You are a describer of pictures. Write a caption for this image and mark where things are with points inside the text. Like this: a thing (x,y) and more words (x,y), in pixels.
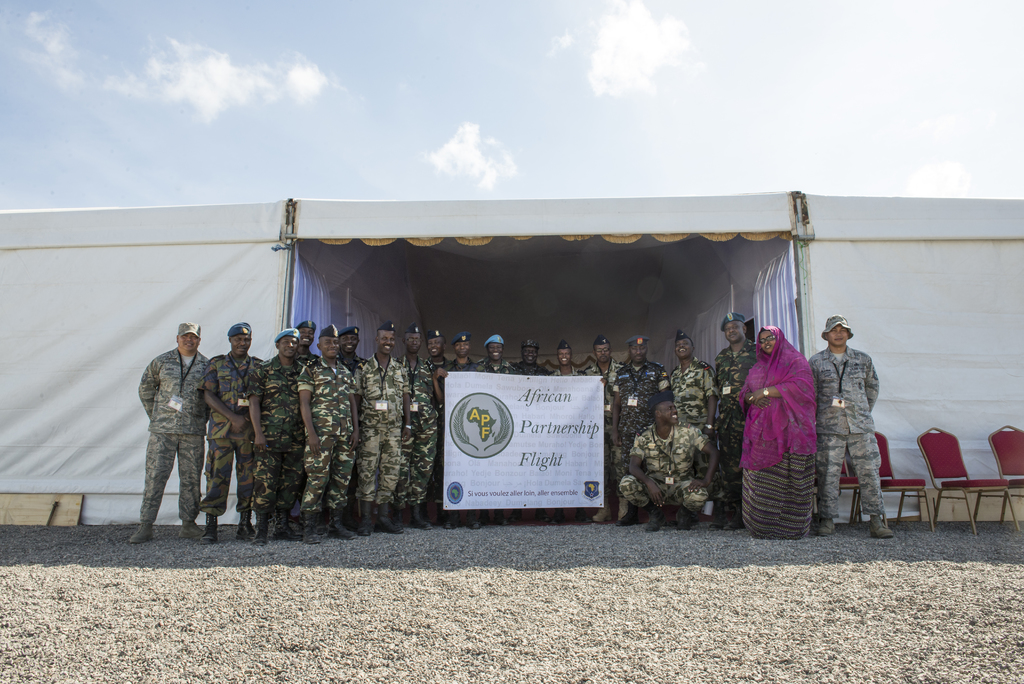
In the middle of this image (394,406), there are persons (829,327) in uniform (237,455) except one person (766,365) who is having a pink colored cloth (783,353). Some of these persons (431,392) who are in uniform (628,365) holding a white color banner (545,381), under a shelter (555,354) which is having white color clothes (846,223). On the right side (1020,468), there are chairs (1020,468) arranged. In the background (209,27), there are clouds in the sky (170,27).
